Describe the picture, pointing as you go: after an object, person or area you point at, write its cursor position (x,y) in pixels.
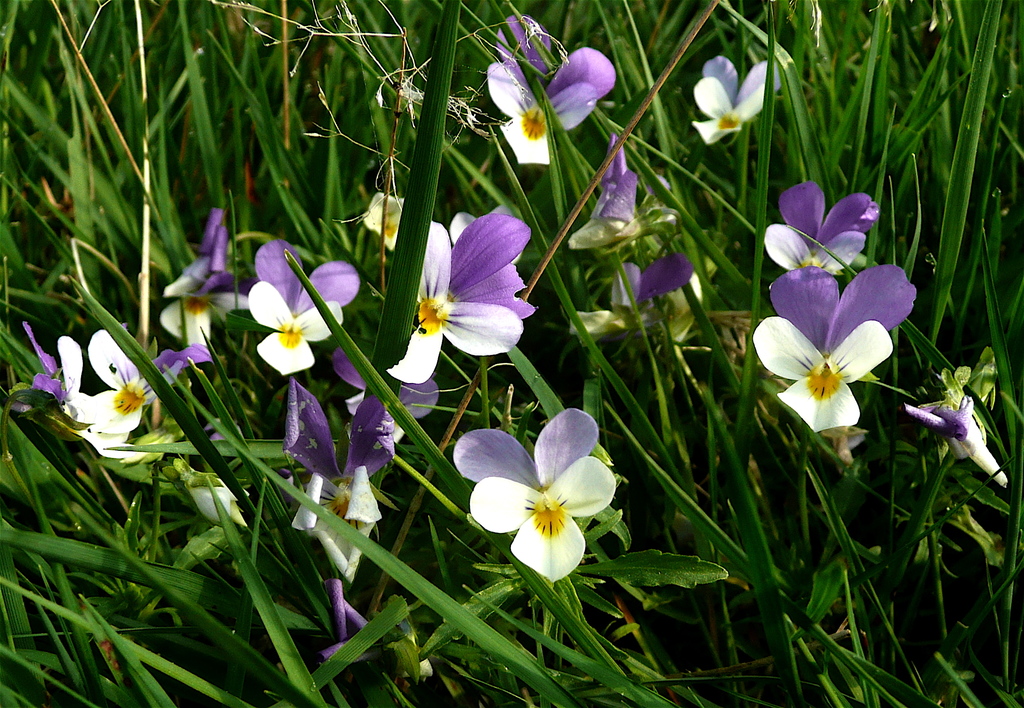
In the picture I can see flower plants (501,443). These flowers (480,450) are white and purple in color.
